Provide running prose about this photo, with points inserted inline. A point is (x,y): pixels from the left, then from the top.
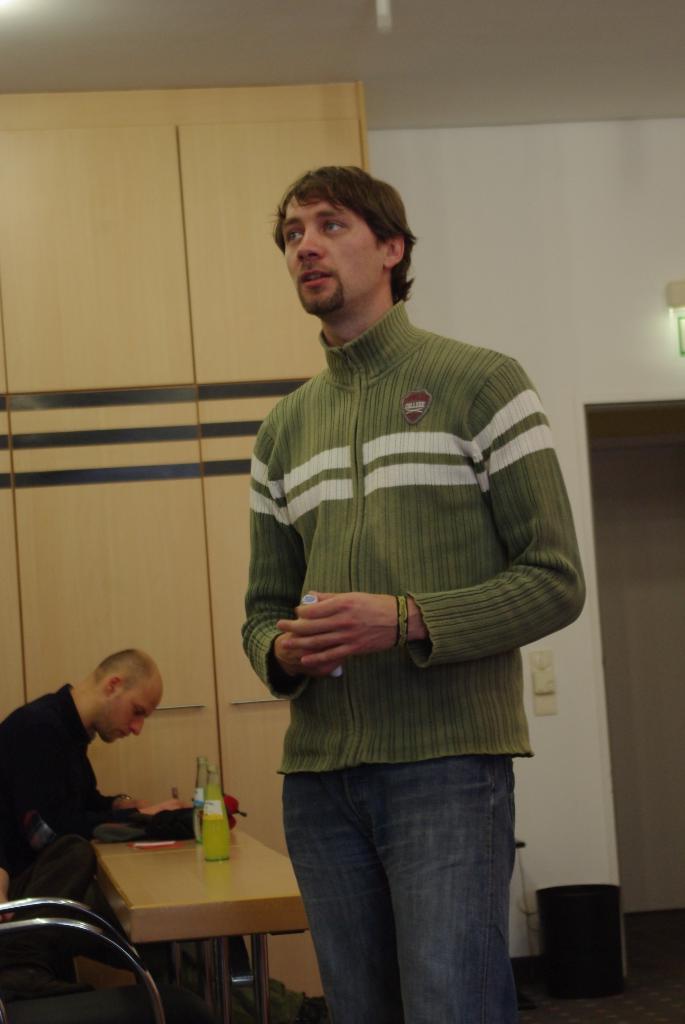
This is a picture taken in a room (529,1011). The man (384,475) in green sweater (384,475) was standing on the floor (541,1006) and the other man (65,767) in black jacket (42,789) was sitting on a chair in front of the man (66,817) there is a table (138,877) on top of the table (174,895) there are bottles (200,792) and paper (162,842). Behind the people (435,633) there are cupboards (150,353) and a wall (535,292).
